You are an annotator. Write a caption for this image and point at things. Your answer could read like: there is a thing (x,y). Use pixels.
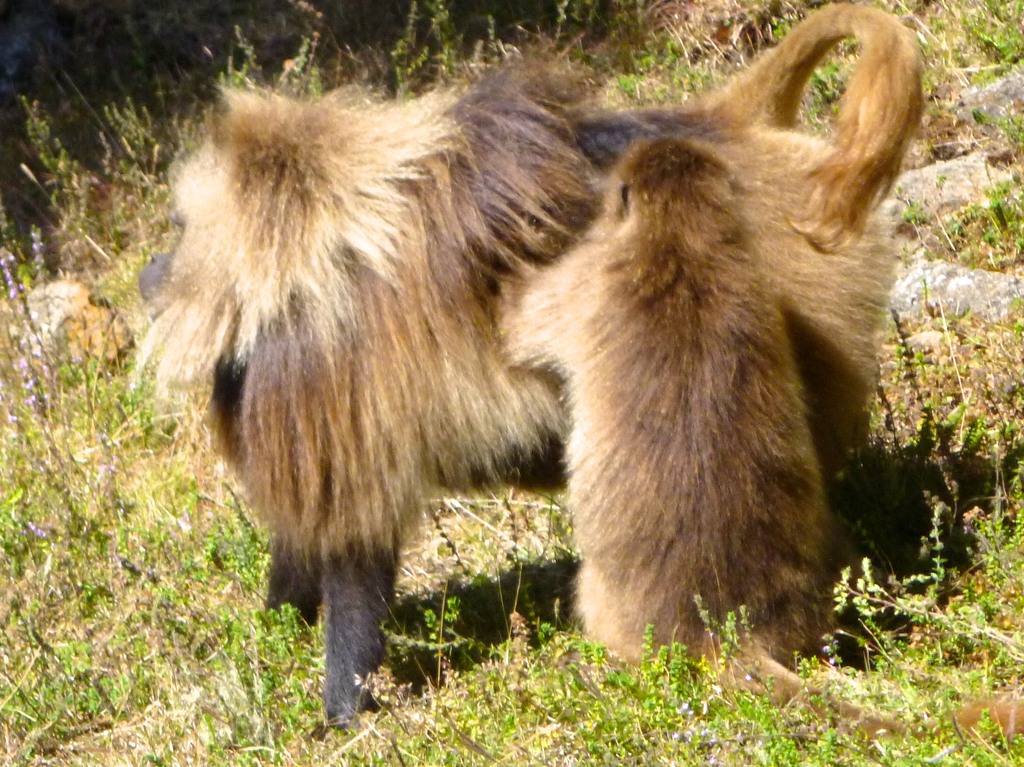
In the image there is a monkey (612,433) standing on a grassland (25,364).
